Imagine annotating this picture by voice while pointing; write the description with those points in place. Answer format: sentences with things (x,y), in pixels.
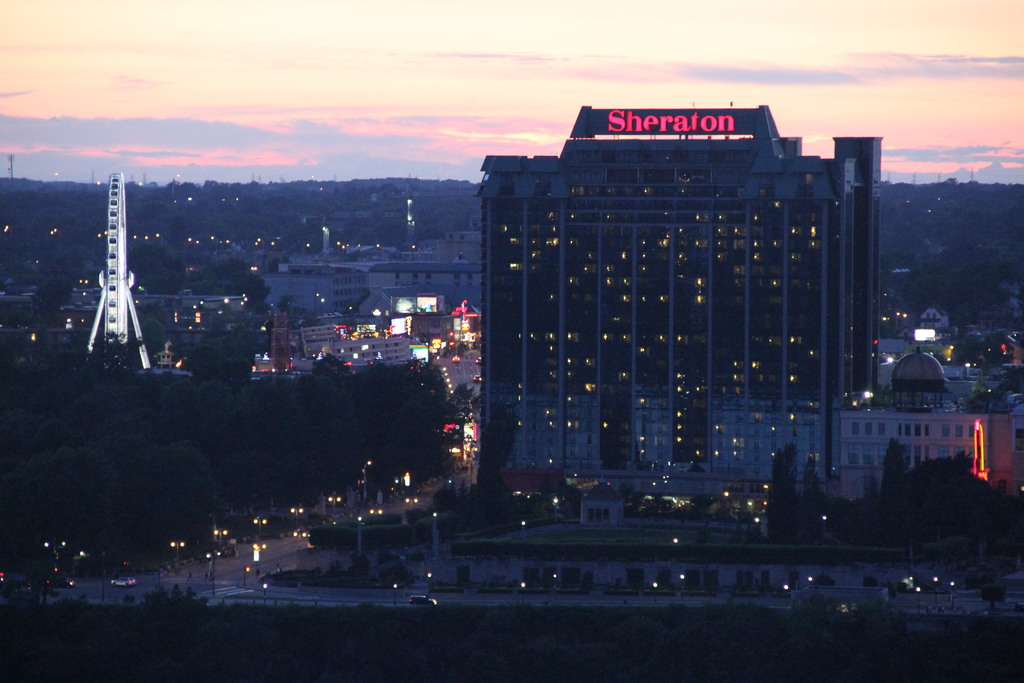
In this picture there are buildings (750,344), trees (279,418), and lights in the image, it seems to be the view of sunset.
